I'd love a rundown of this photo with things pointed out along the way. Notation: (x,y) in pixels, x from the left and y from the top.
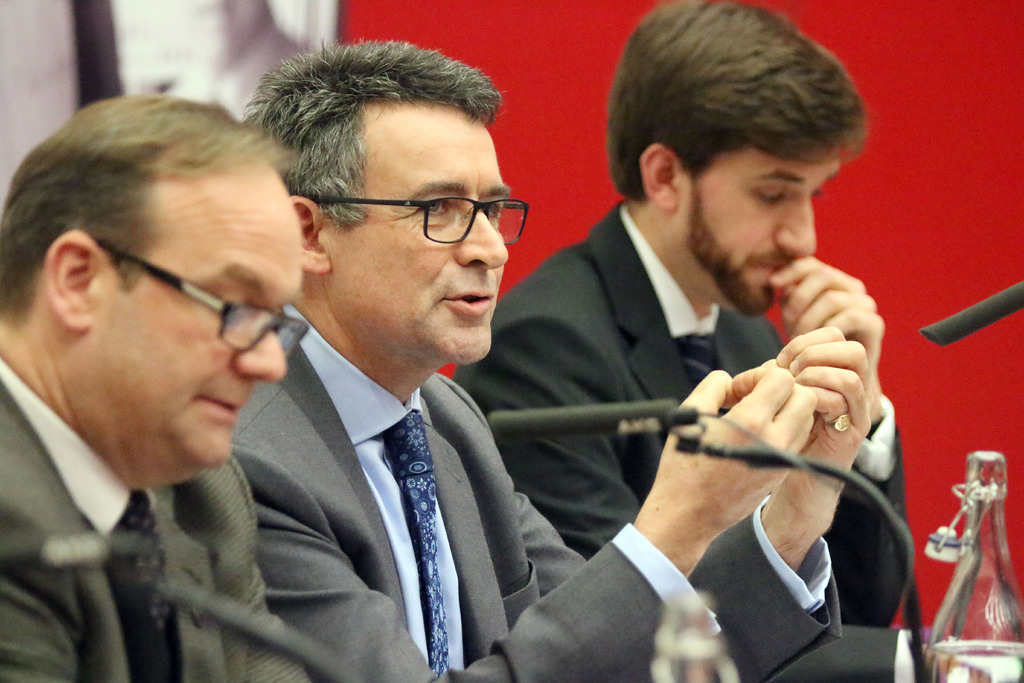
In this image, we can see a few people (265,394) sitting. We can see some microphones (897,513), bottles (1021,650). We can see the red colored background (936,25).
